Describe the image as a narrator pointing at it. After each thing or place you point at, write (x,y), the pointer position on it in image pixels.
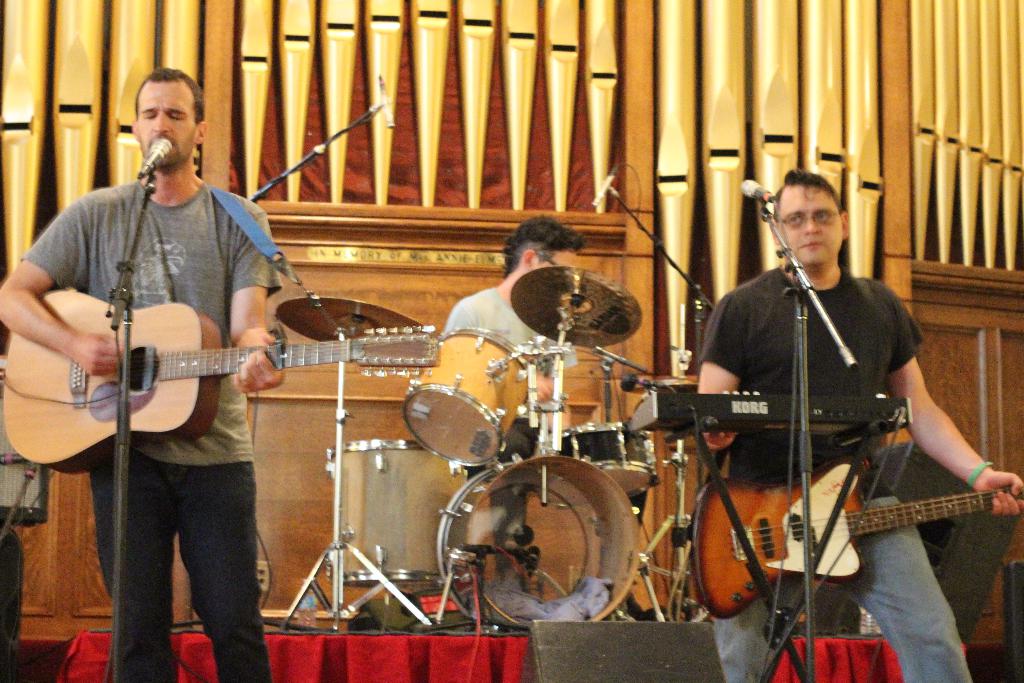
The person (182,494) wearing a black pant (184,479) is playing guitar (154,348) and singing in front of mike (158,155) and the person (782,314) wearing black shirt (789,334) is holding guitar (859,493) and there is a mike (804,284) in front of him, In background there is a person (528,332) who is playing drums (363,300).
